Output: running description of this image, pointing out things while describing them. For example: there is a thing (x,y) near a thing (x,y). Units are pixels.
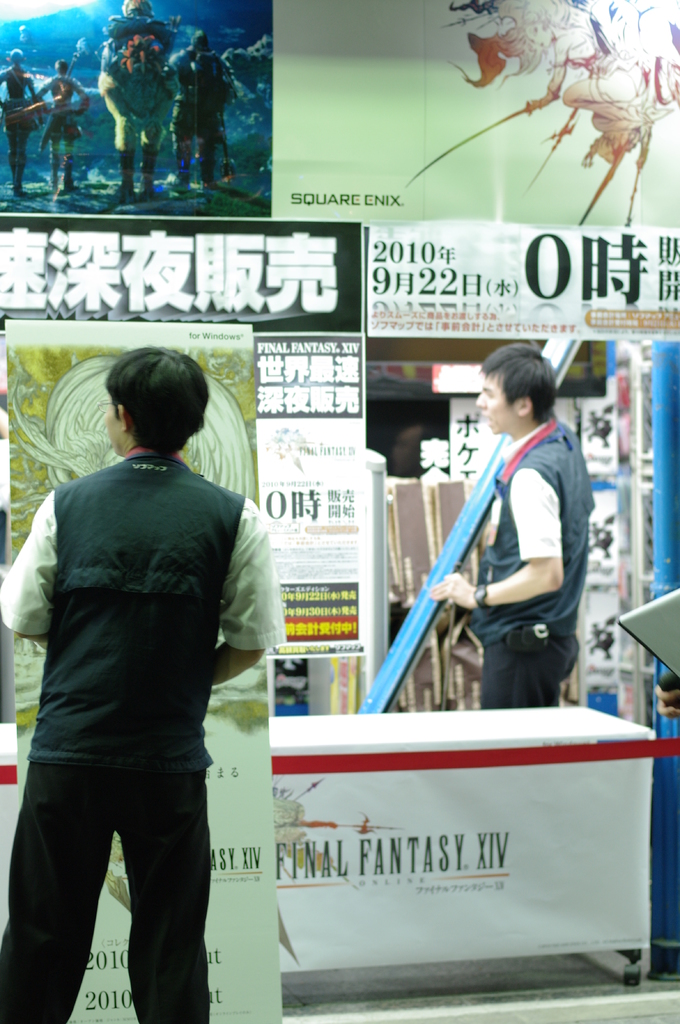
In this picture there is a man (141,607) who is standing near to the banner (259,757). On the right (538,558) there is another man (559,496) who is holding some blue colour object (478,499), beside him I can see the table (419,812). In the back (333,590) I can see the posters (361,461), banners (334,169) which are placed on the wall (405,277). In the background (472,568) I can see some carton boxes (410,480) inside the room.
